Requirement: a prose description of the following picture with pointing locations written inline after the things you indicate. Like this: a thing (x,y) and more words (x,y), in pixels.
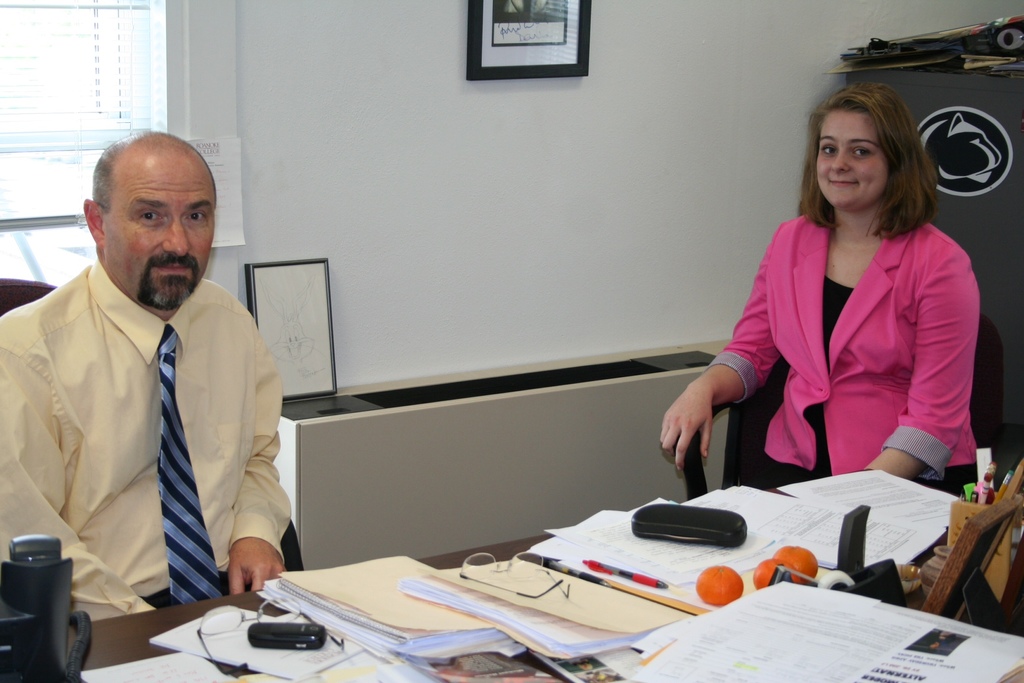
In this image, I can see the man (231,358) and woman (804,388) sitting. The woman (937,350) is smiling. This is a table (598,573) with the spectacles (523,594), pen (666,588), oranges (796,559), files (589,599), papers (333,667), pen stand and few other things (978,566) on it. This is a frame (494,55), which is attached to the wall (435,58). I think this is a window (72,99). Here is another frame (300,353), which is kept on a cabinet (550,398). On the right side of the image (961,220), that looks like a wardrobe (985,162) with few objects (965,47) on it.
